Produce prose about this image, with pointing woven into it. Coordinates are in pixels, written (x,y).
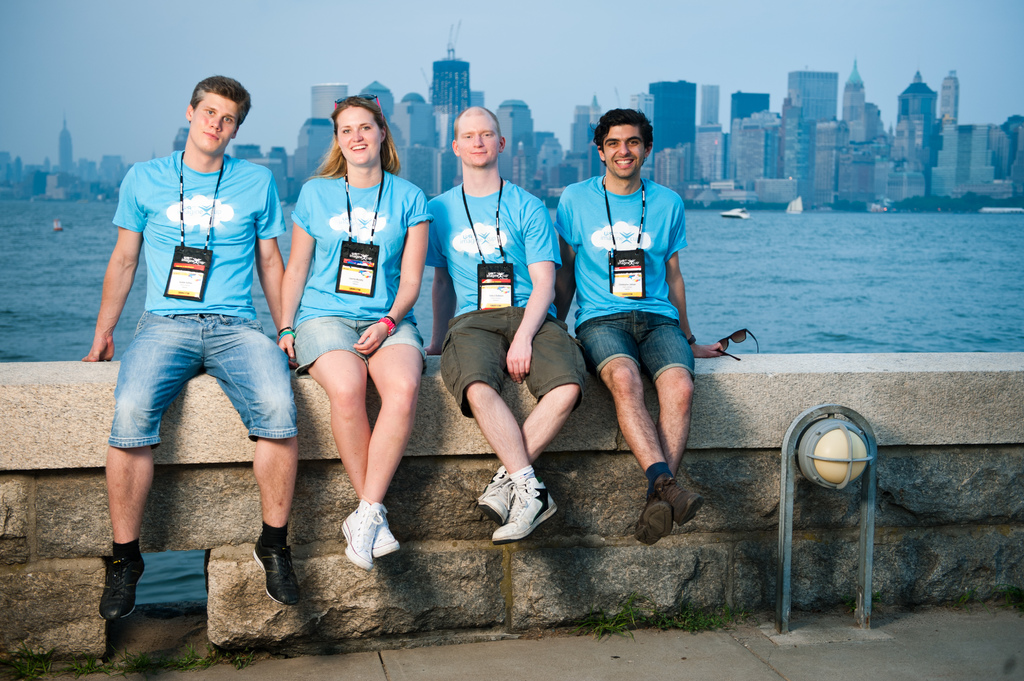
This picture describes about group of people (366,318), they are all seated and they wore tags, in front of them we can see a light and few metal rods (788,544), behind them we can find water (786,288) and few buildings (695,153).
